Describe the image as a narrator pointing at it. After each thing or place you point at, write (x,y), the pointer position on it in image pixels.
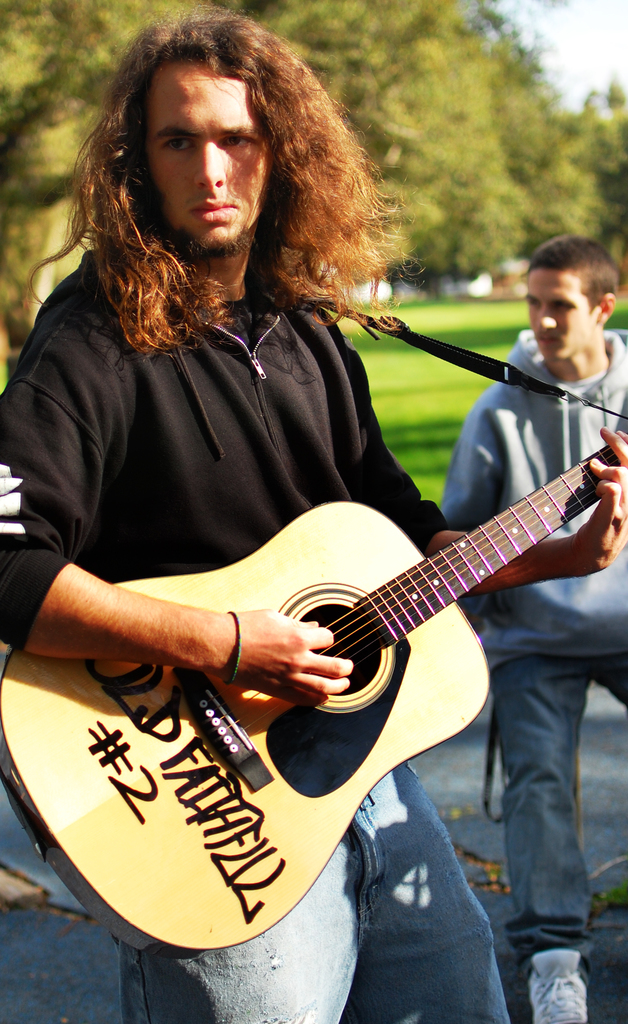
A man (182,441) with black jacket (242,370) is standing and playing a guitar (220,782). To his right side there is a man (543,444) with grey jacket (566,411) is standing and he wore white color shoes (560,978). And in the background (46,103) there are trees (408,93).
